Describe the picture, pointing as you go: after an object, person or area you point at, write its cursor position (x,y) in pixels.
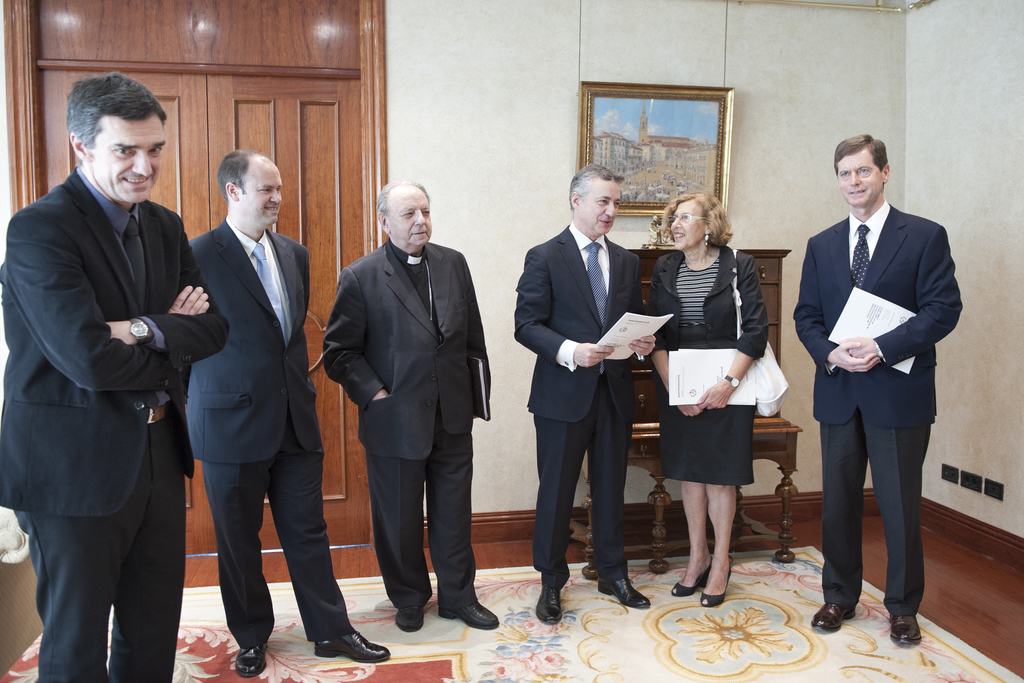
In the picture I can see people (555,343) are standing among them some are holding papers (719,368) in hands (598,359). These people (400,400) are wearing black color clothes (460,378). In the background (637,136) I can see a photo (655,156) attached to the wall (644,81) and wooden doors (323,321). I can also see wooden object (652,419) on the floor (558,680).
